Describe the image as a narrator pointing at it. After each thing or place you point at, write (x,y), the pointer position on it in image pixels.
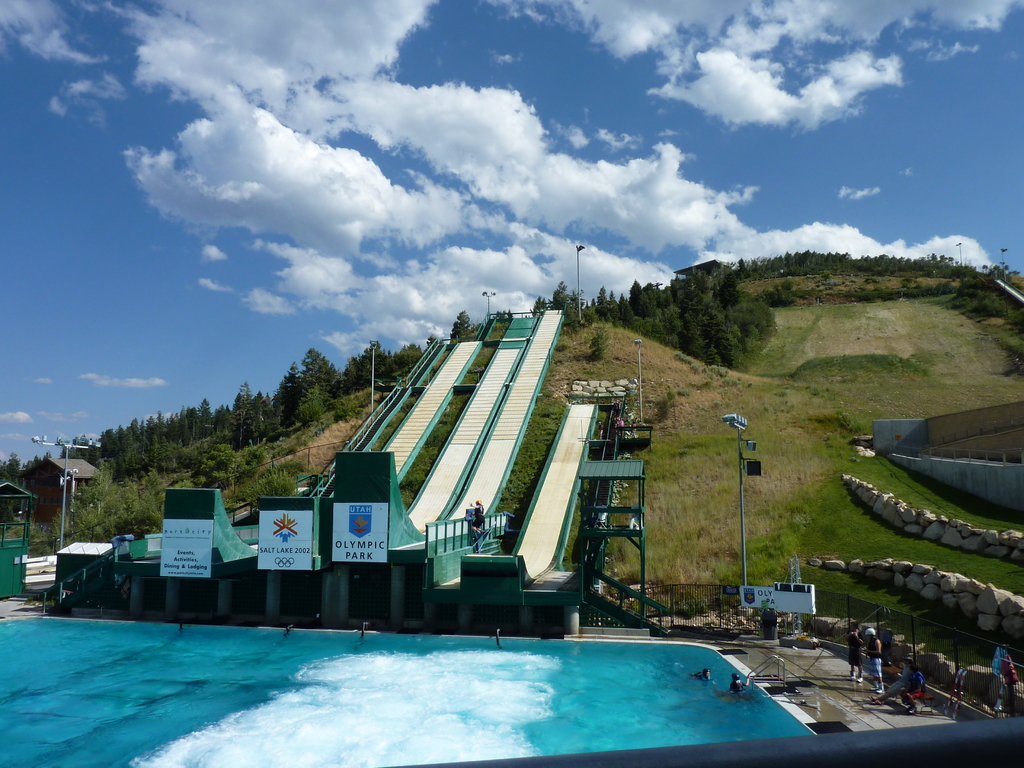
In this image at the bottom (402,657) there is a swimming pool (573,706), and on the right side (866,647) there are some persons (912,692) who are standing and there is a wall (885,577) and grass (912,473), pole (728,424), boards (752,593) and railing (865,632). And in the background (375,532) there are some trees (588,316), mountains (296,479), and slope (542,321), boards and railing (453,549). At the top of the image (686,190) there is sky (451,210).
